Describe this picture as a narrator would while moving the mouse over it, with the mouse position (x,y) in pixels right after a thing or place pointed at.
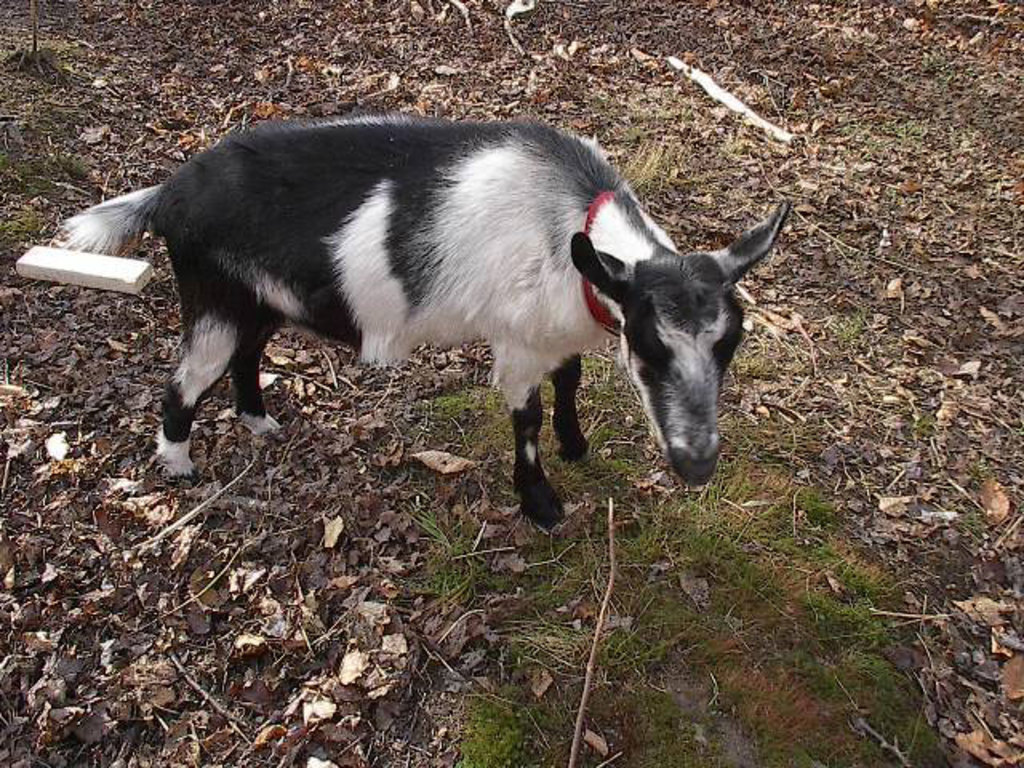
In this picture there is a goat (333,239) which is in black and white color and there is a greenery ground (713,630) in front of it and there are few dried leaves (548,25) around it.
